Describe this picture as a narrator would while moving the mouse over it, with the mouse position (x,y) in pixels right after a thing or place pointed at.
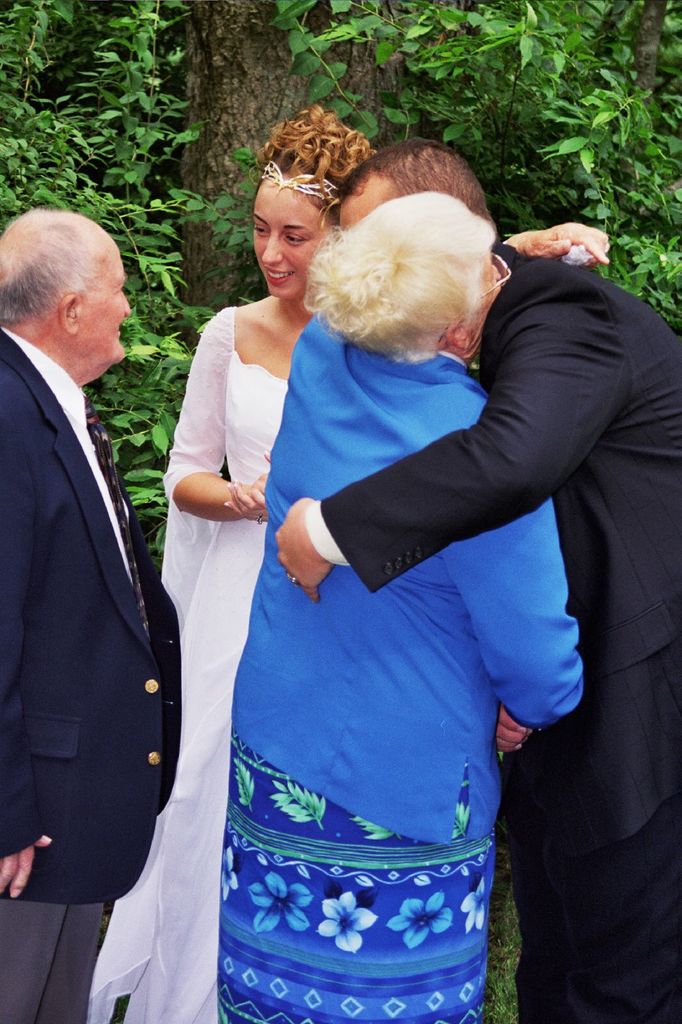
In this picture I can see four persons (12,957) standing, in which two persons (542,447) are hugging each other, and in the background (351,107) there are trees (299,107).
